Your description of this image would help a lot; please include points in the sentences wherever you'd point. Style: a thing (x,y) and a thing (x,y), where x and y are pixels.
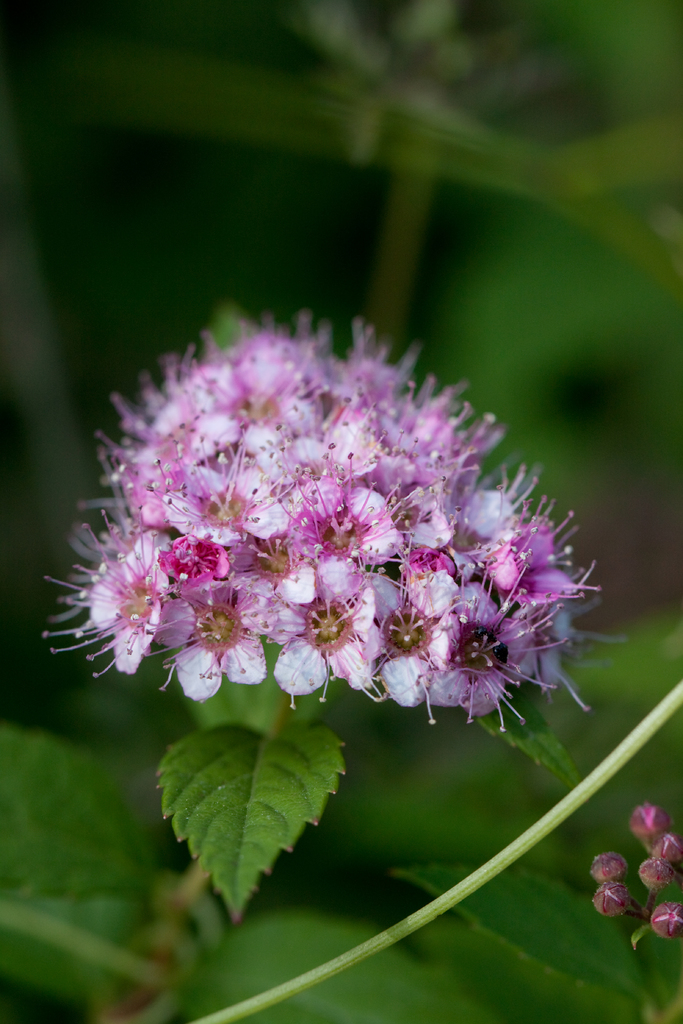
In this image I can see pink and white colour flowers (314,402) in the front (499,715). I can also see green leaves (14,763) and on the bottom right side of the image (652,806) I can see few buds (644,804). I can also see this image is little bit blurry in the background (111,207).
